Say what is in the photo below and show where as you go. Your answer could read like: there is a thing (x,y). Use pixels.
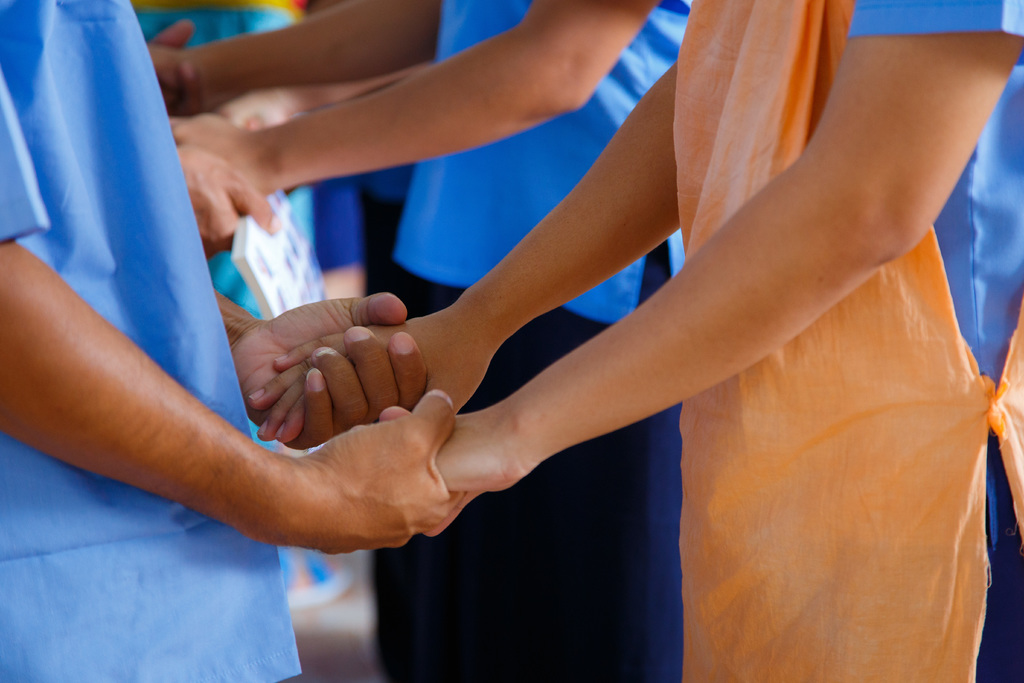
In this image we can see people (286,342) holding each other hands (287,381).
